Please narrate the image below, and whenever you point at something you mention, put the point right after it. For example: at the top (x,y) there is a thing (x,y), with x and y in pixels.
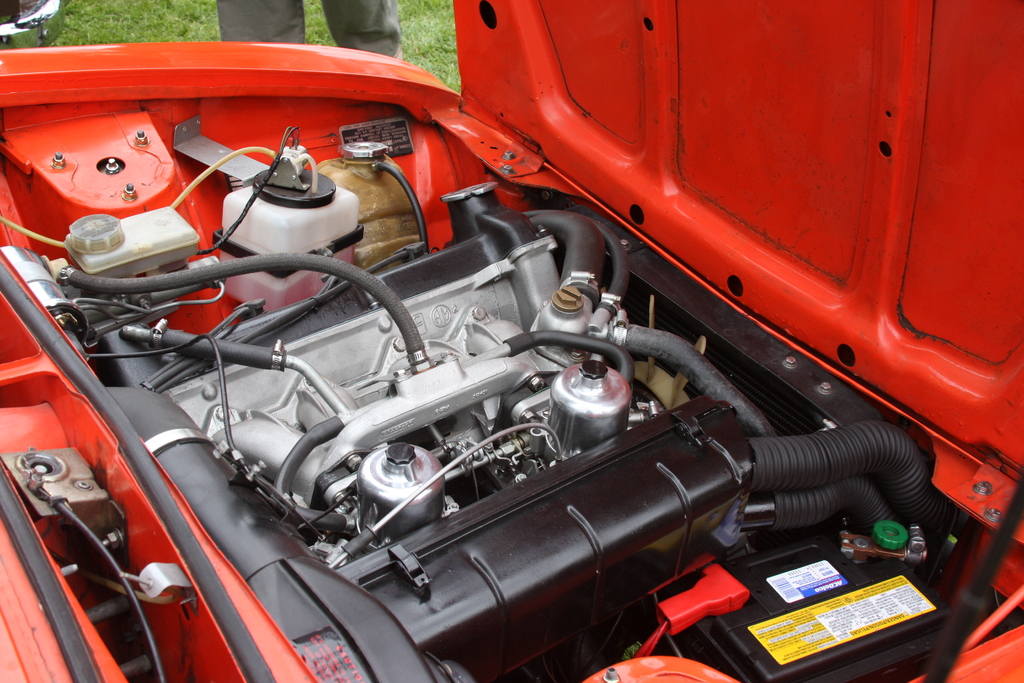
In this image I can see an engine (439,458) of a vehicle (583,178). The vehicle (497,105) is in red color. At the top of the image (328,24) there is a person (360,18) standing on the ground (198,36). There I can see the grass (137,33).
